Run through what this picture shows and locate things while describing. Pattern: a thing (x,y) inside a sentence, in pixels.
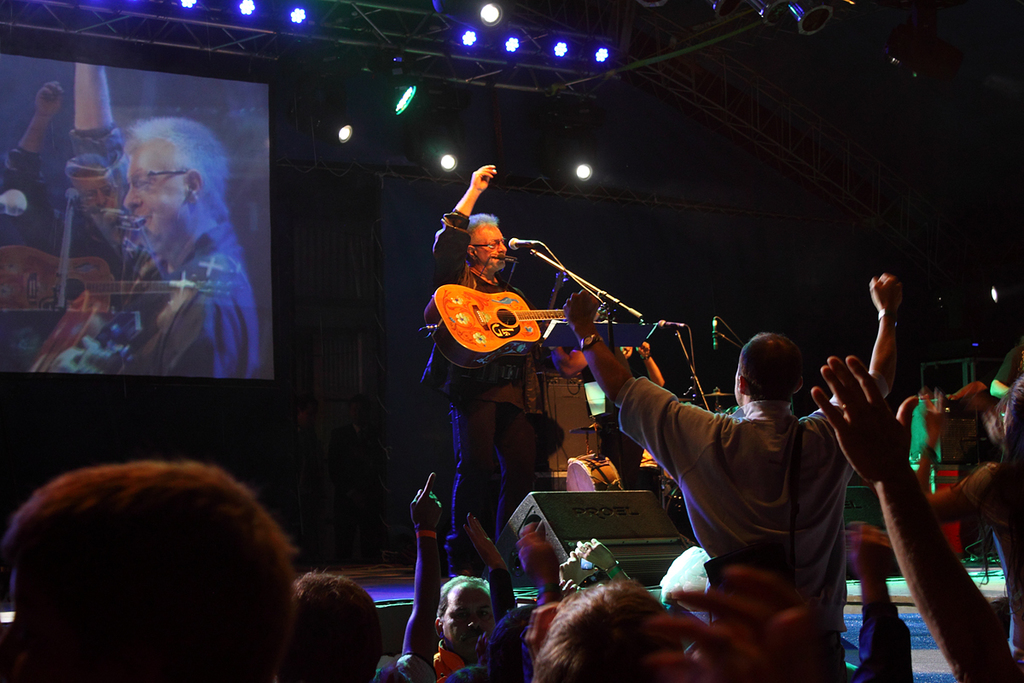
In the image there were group of people (424,619) in the bottom (764,642) facing towards the stage (364,419). A person (448,544) is performing on the stage (563,382), he is holding a guitar (525,328) and singing on a mike (537,244). To the left (103,276) there is a screen (128,366) and there is a person (167,128) in it. In the top (601,63) there were some lights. All the people (883,465) were cheering to that singer (474,497).
